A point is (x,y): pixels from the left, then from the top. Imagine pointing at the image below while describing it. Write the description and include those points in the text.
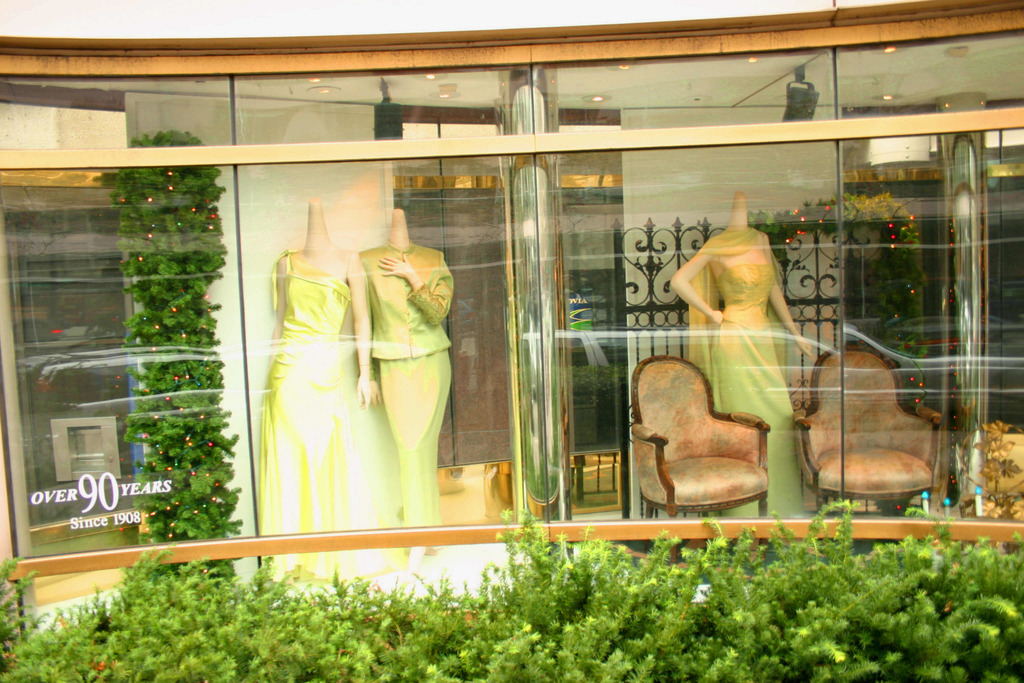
In Front of the picture we can see plants (608,624). Through glass (472,472) we can see mannequins (776,353). These are two empty chairs (767,461).
